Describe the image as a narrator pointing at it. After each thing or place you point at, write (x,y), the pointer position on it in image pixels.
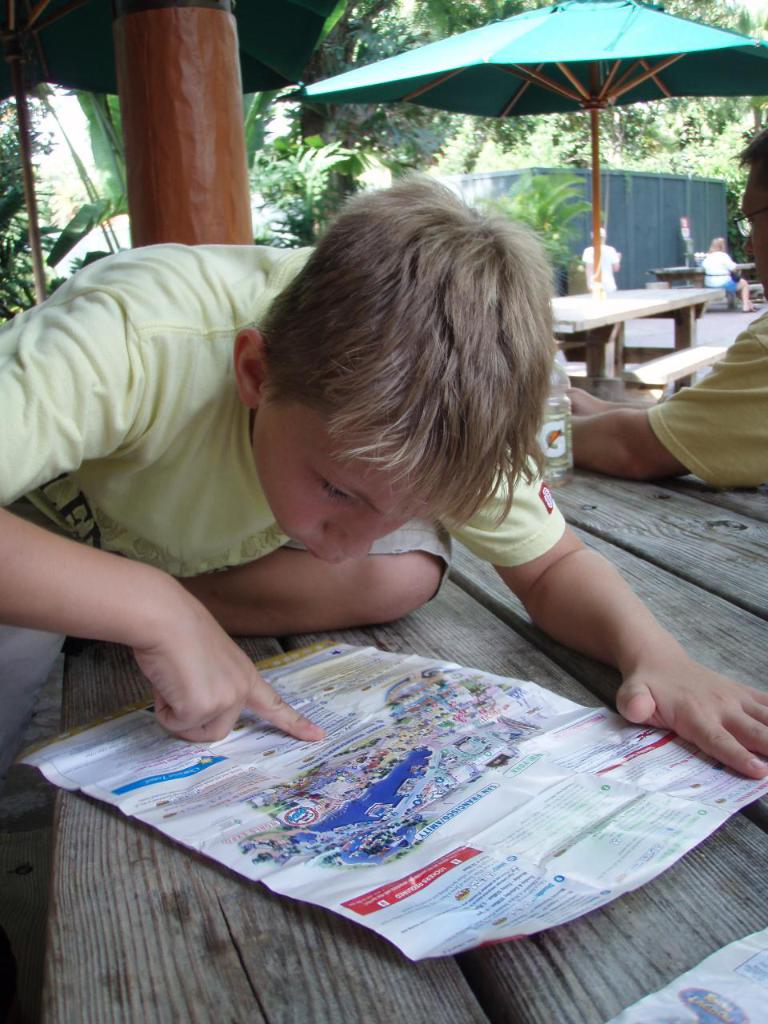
Here we can see a boy (296,518) looking into a paper (526,841). This is a table (725,643) and there is an umbrella (671,46). In the background (468,10) we can see trees (583,160), wall (614,215), table (640,374), and few persons (609,263).
